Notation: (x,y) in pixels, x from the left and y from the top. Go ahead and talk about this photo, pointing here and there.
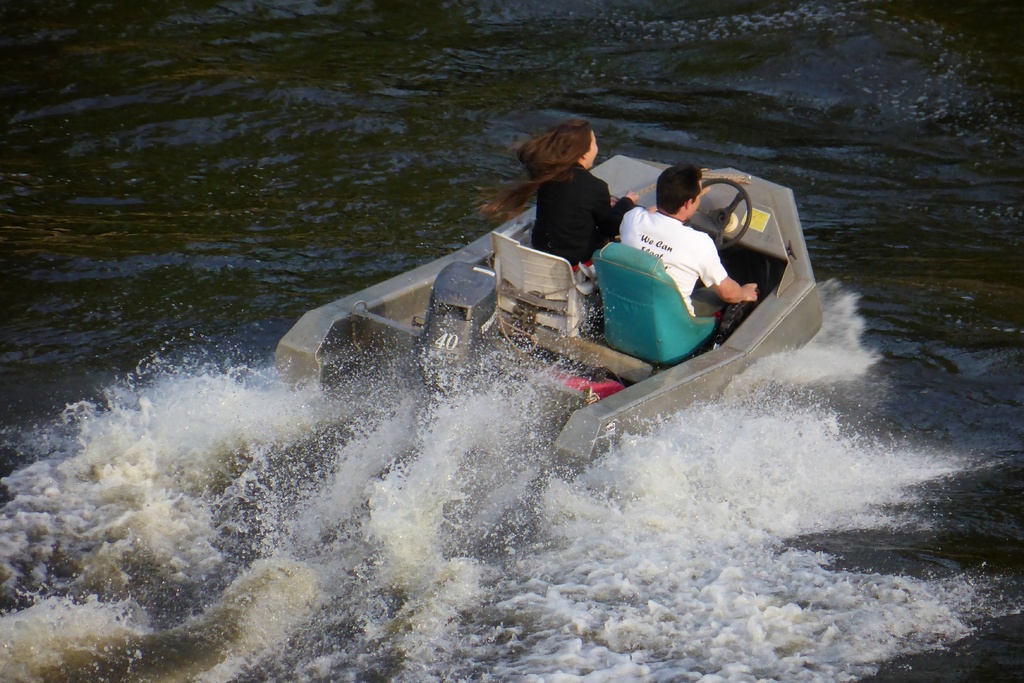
In the foreground of this image (698,249), there is a skiff boat (620,406) in which two persons (698,275) are sitting on it and they are moving on the water (329,193).
